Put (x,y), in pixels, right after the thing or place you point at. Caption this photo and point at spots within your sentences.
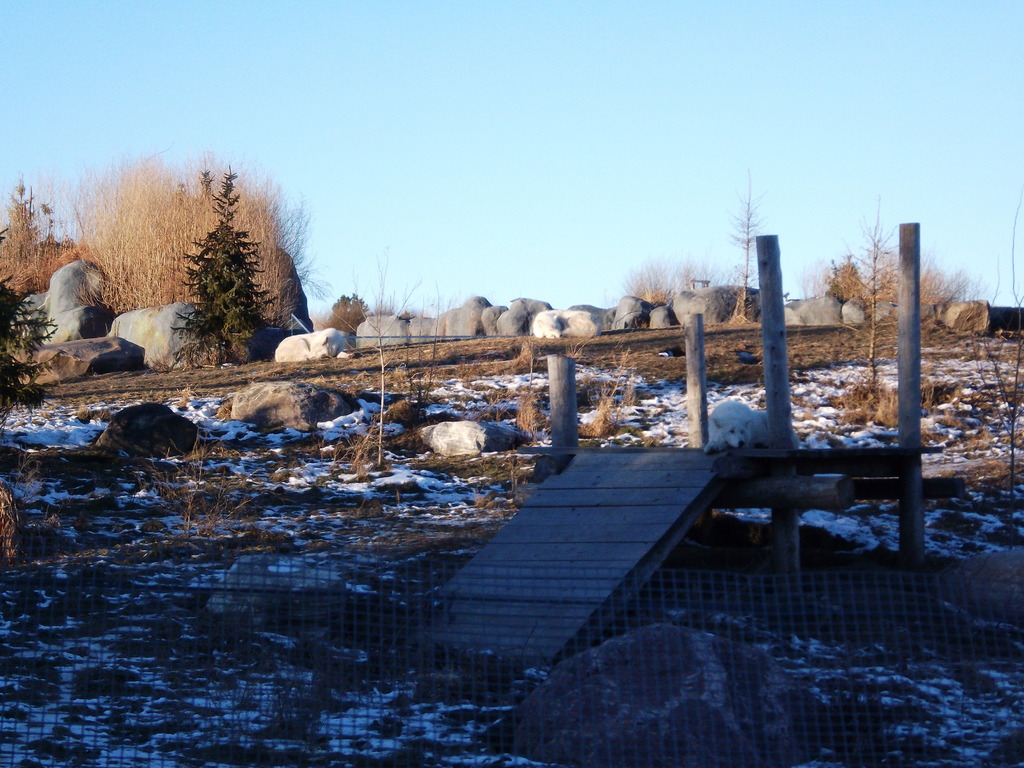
In this image in the front (557,665) there is a stone (598,686). In the center (652,503) there is a wooden stand (746,457) and there is a slope (641,505) which is made up of wood (601,502) and in the front (284,618) there is a fence (440,659). In the background (184,321) there are stones (181,337) and plants (162,292).
